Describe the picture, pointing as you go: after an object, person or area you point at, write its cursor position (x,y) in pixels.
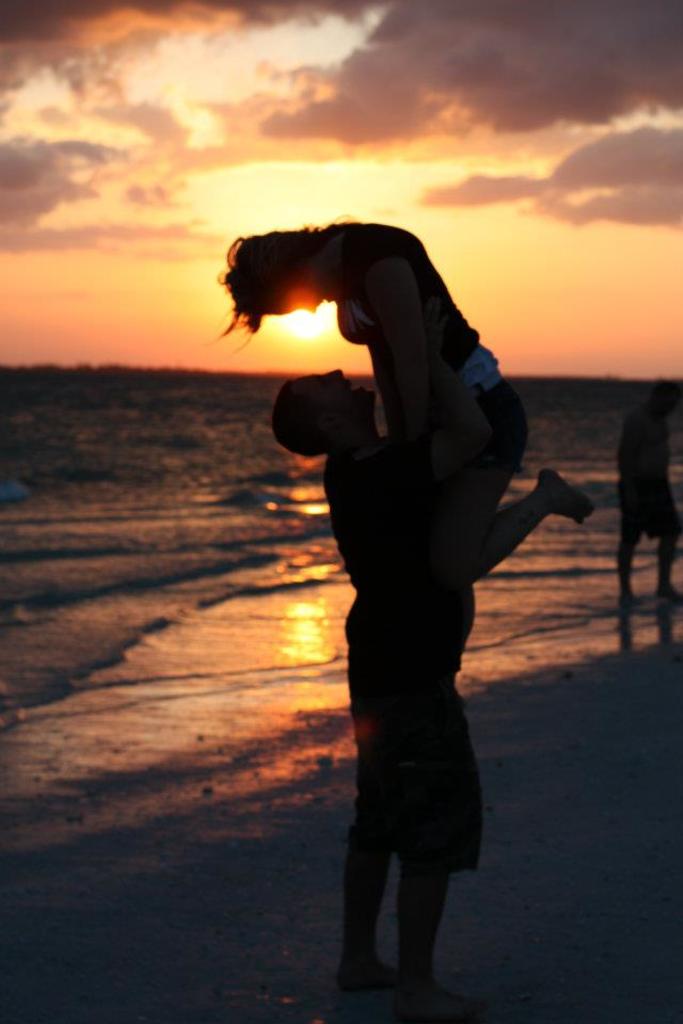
In this picture we can see three people (384,475) where a man (392,471) lifting a woman (402,272) with his hands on the ground (347,743) and beside this ground (215,721) we can see water (190,492) and in the background (226,164) we can see the sky (308,142).
